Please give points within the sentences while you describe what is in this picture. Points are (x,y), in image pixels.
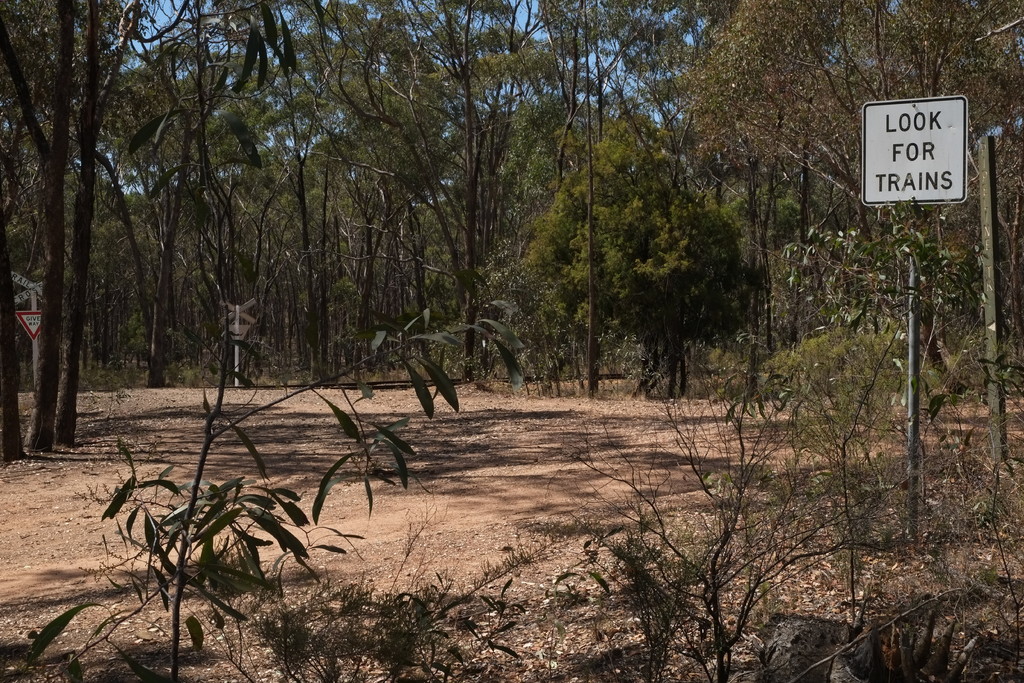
In this image, we can see some green plants (843,445) and trees (1006,67), on the right side (961,193), we can see a white color sign board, we can see the sand (570,471) on the ground (405,407).
